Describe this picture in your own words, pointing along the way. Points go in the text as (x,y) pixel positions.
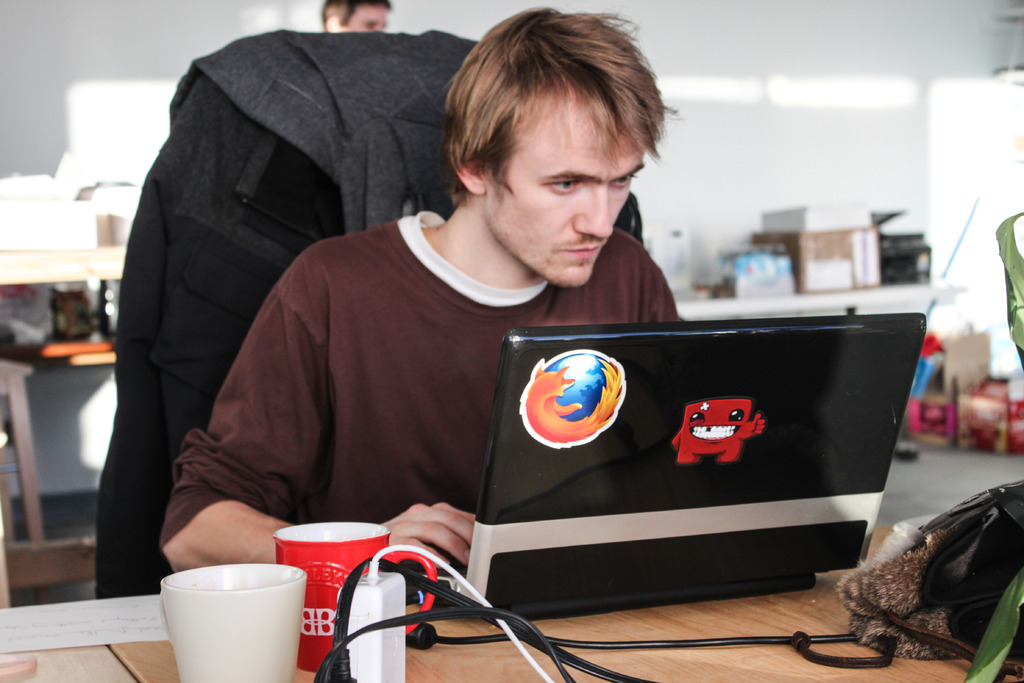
In this image there is one person (473,398) sitting on the chair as we can see at middle of this image (359,386) and there is a laptop (626,496) at bottom of this image (738,525) which is in black color and there is a fire fox logo (568,426) on it and there is a table (682,670) at bottom of this image (695,674) and there are two cups (330,617), white color cup (253,611) is at left side of this image (205,622) and red color cup (339,564) is at right side. They both cups (248,633) are kept on this table (669,620). There is one another person (359,11) is standing at top of this image (342,13) and there are some objects (775,273) kept on a table (870,291) which is at right of this image (891,288). there is a power supply cable (514,629) at bottom of this image (377,611) and there are some other objects (98,290) at left side of this image (92,355).
